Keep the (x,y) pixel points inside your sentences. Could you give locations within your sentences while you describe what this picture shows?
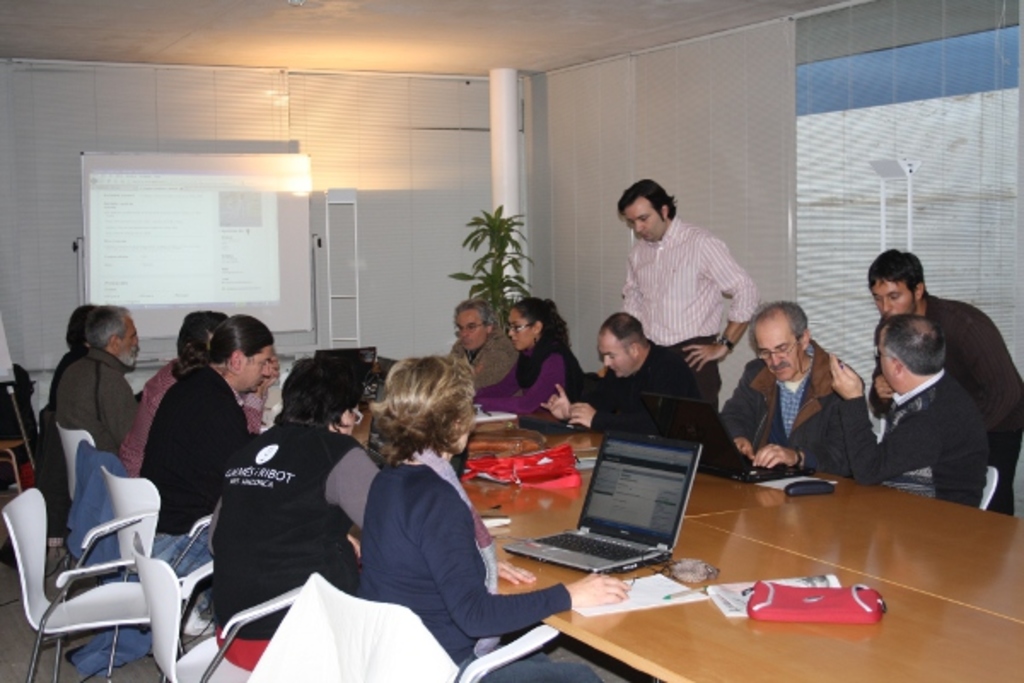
in this picture we can see a group of people (553,399) having a meeting, they are sitting on the chair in front of a table (807,530) having laptop (653,486) we can see a screen (299,223) on the wall (403,265) we can see a person (642,245) standing near the wall (533,281), we can see a houseplant (499,227).
